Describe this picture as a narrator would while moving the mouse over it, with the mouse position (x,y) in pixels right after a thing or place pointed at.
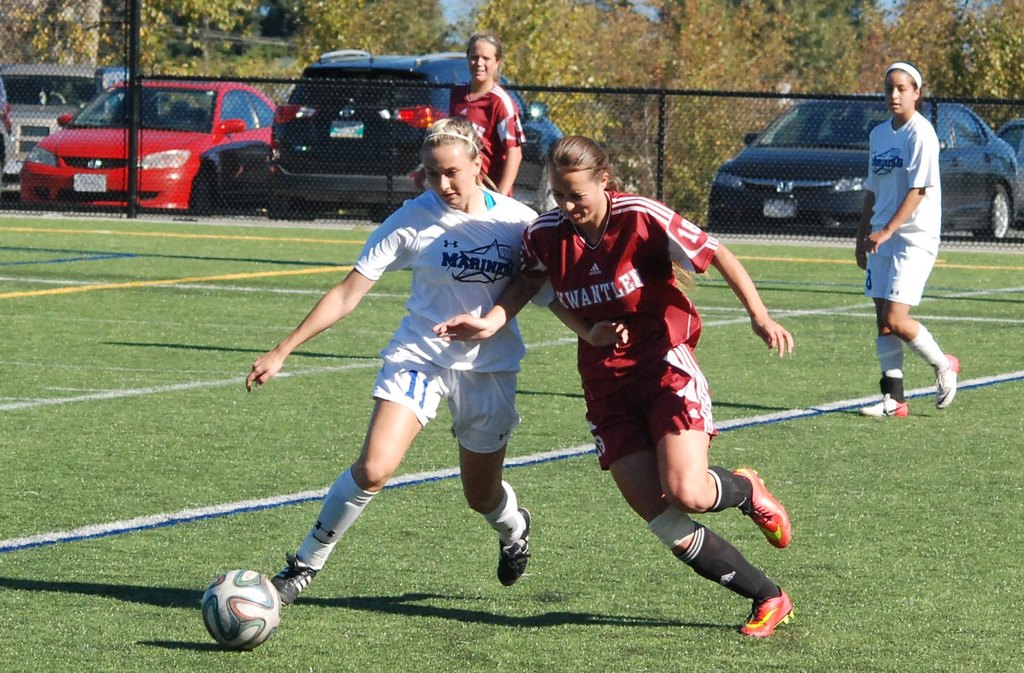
In this image I can see four women (457,251) wearing t-shirts (515,366), shorts (588,417). In the foreground (505,339) two women (446,322) are playing football (229,601) on the ground (154,495). At the back of these people (529,239) another two women (905,216) are standing and looking at these women (442,343). In the background (426,126) there is a net (692,133) and few cars (239,163) on the road (222,214) and also I can see the trees (614,37).
